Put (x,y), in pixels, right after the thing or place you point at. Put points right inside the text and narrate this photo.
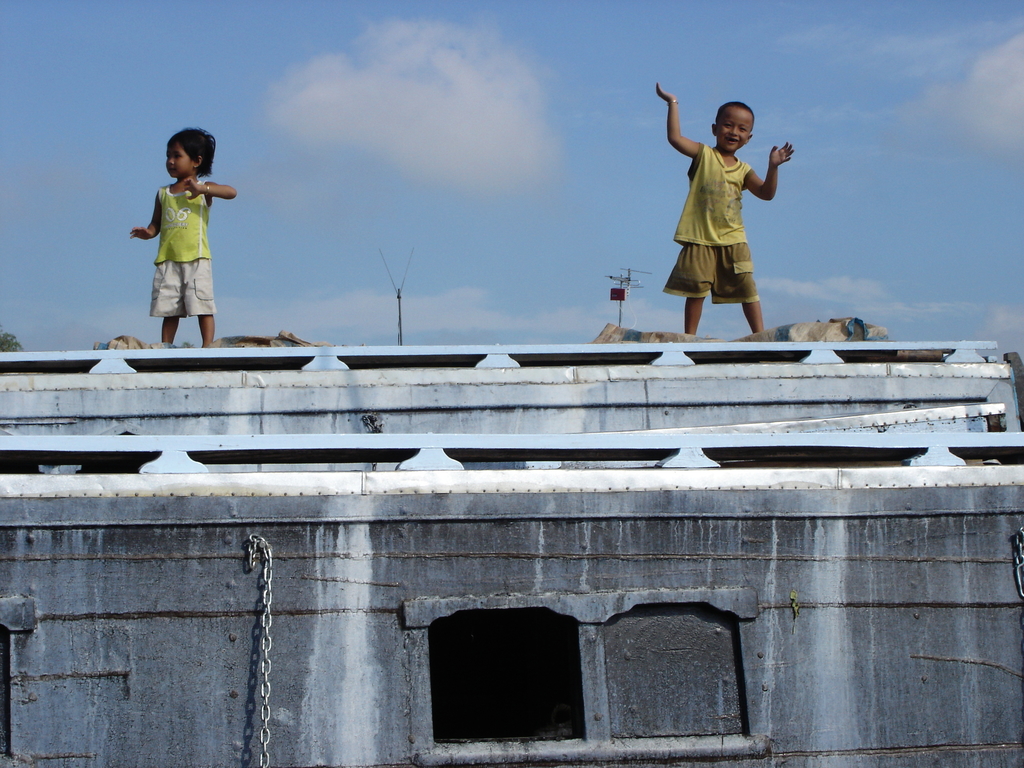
In this image, there is a wall (342,550) and there is a window (474,608), there are two kids (701,286) standing and at the top (370,145) there is a blue color sky (318,67) and there are some white color clouds (499,68).
